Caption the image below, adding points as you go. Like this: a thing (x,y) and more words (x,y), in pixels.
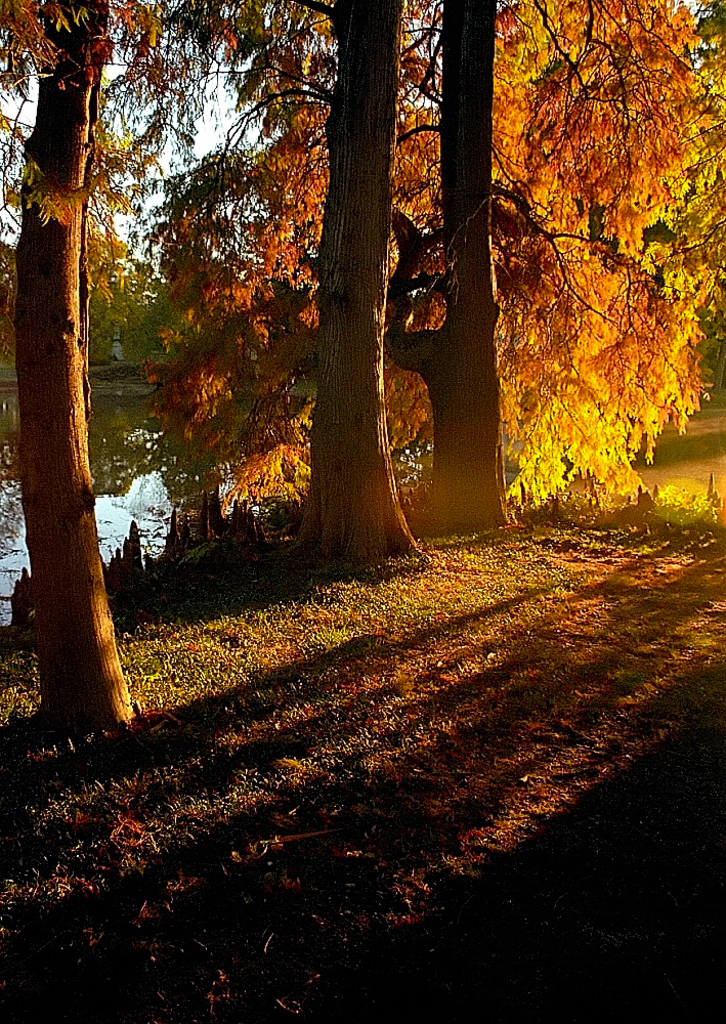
In this image I can see few trees (129,304) in green, orange and yellow color. Back I can see the water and grass (216,724).
